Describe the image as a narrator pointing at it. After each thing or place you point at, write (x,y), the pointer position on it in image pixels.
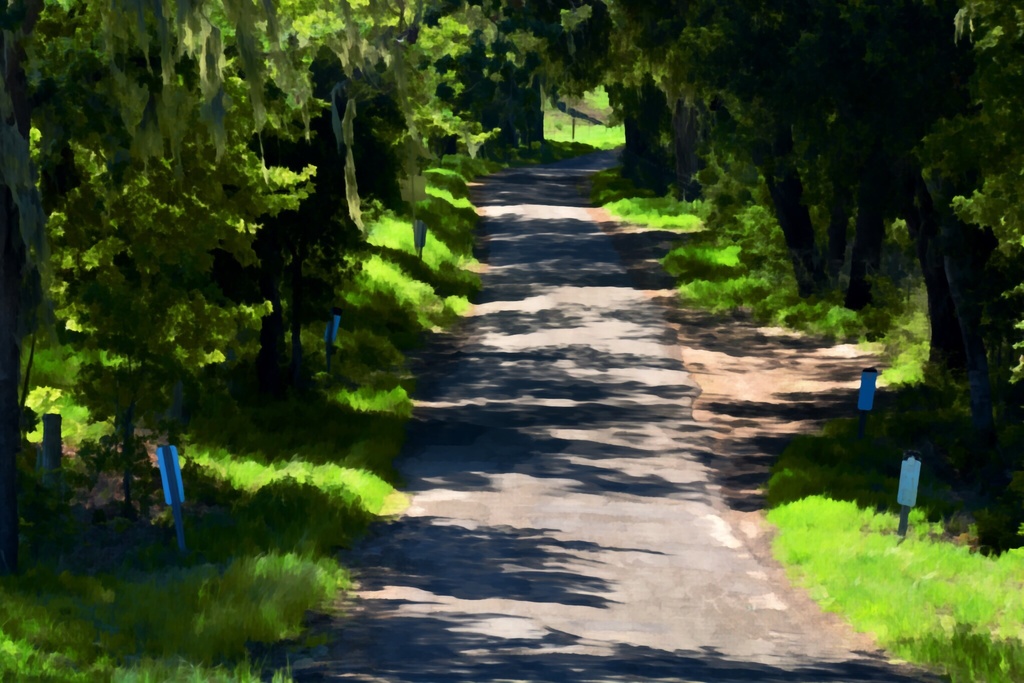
This is an edited image, in this image in the center (505,333) there is a walkway (511,284). And on the right side (875,229) and left side (105,88) there are trees (238,358), grass (381,359) and some boards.
